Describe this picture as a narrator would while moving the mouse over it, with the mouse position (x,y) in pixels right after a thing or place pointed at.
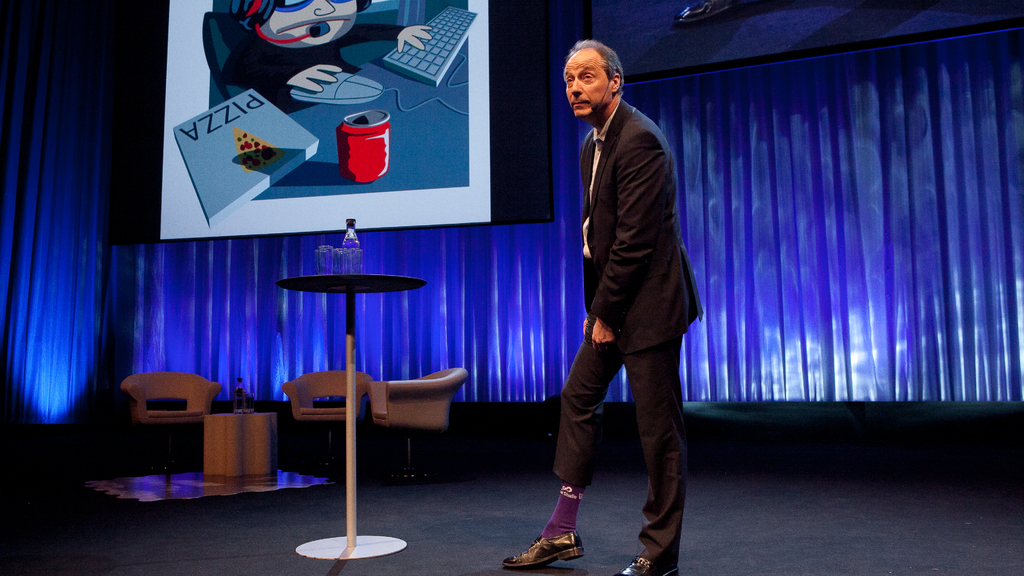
In this image in the middle (666,276), there is a man (627,337), he wears a suit (622,264), shirt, trouser (590,455) and shoes (636,575), in front of him there is a table (363,275) on that there are glasses (331,266) and bottle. On the left (335,373) there are chairs (163,387), table (241,473), bottle (239,409). In the background (398,253) there are curtains (678,177) and screen (365,175).
